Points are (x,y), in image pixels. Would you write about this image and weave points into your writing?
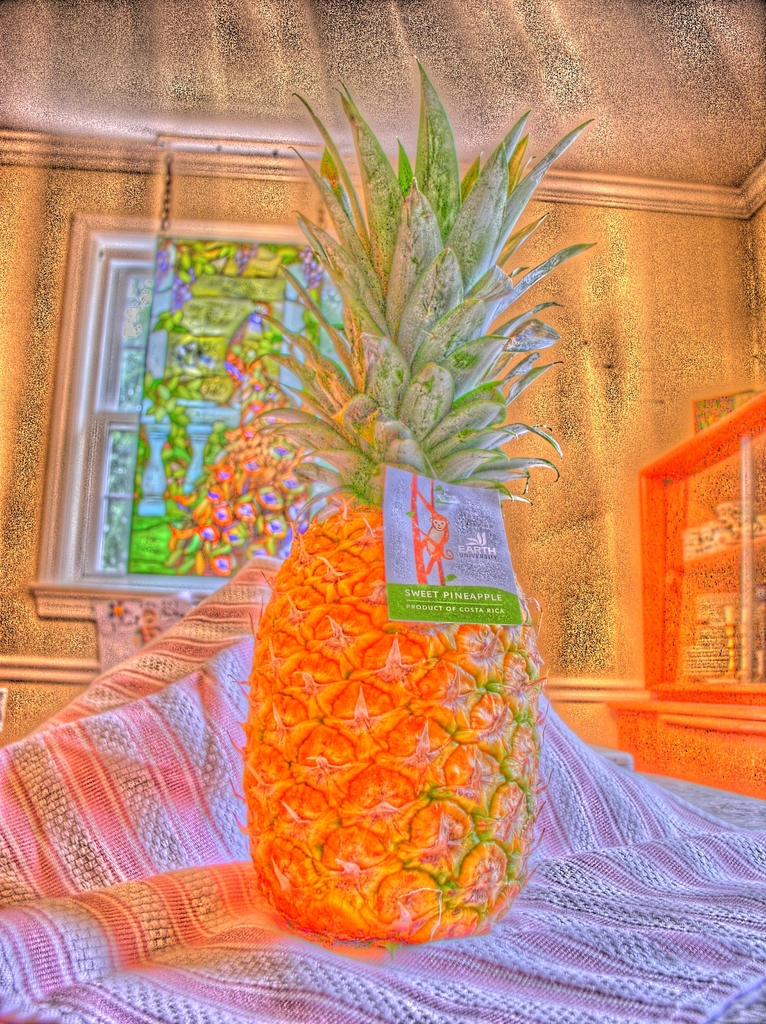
This is an animated image, we can see a pineapple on a cloth (319,1008). We can see the wall (45,404) and a window (210,308).
